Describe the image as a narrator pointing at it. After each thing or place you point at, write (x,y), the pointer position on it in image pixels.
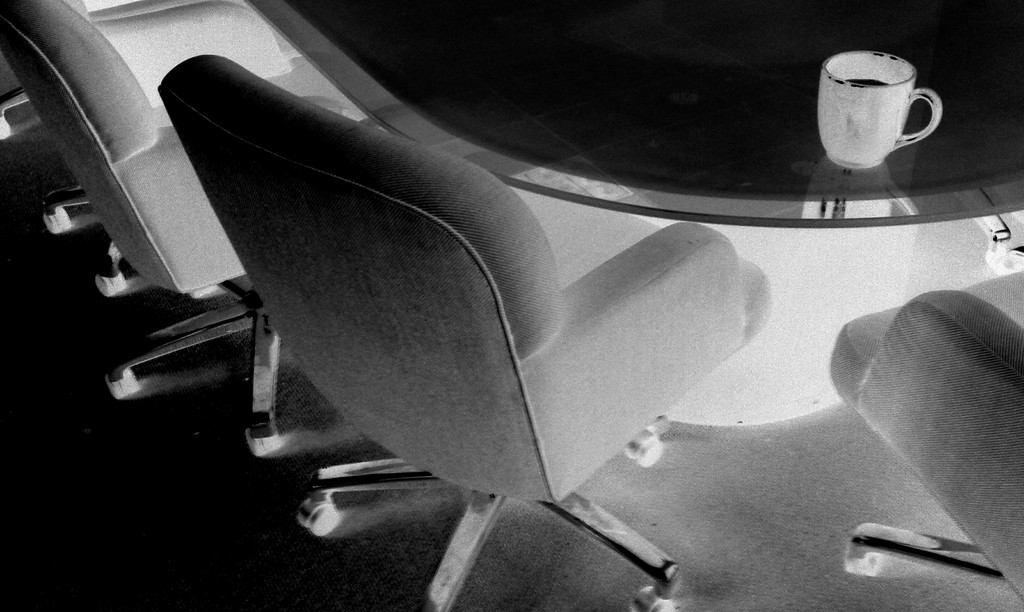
This is the black and white image where we can see chairs (384,350) on the floor (198,587) and a cup (927,129) with a drink (896,78) in it is placed on the table (616,173).
